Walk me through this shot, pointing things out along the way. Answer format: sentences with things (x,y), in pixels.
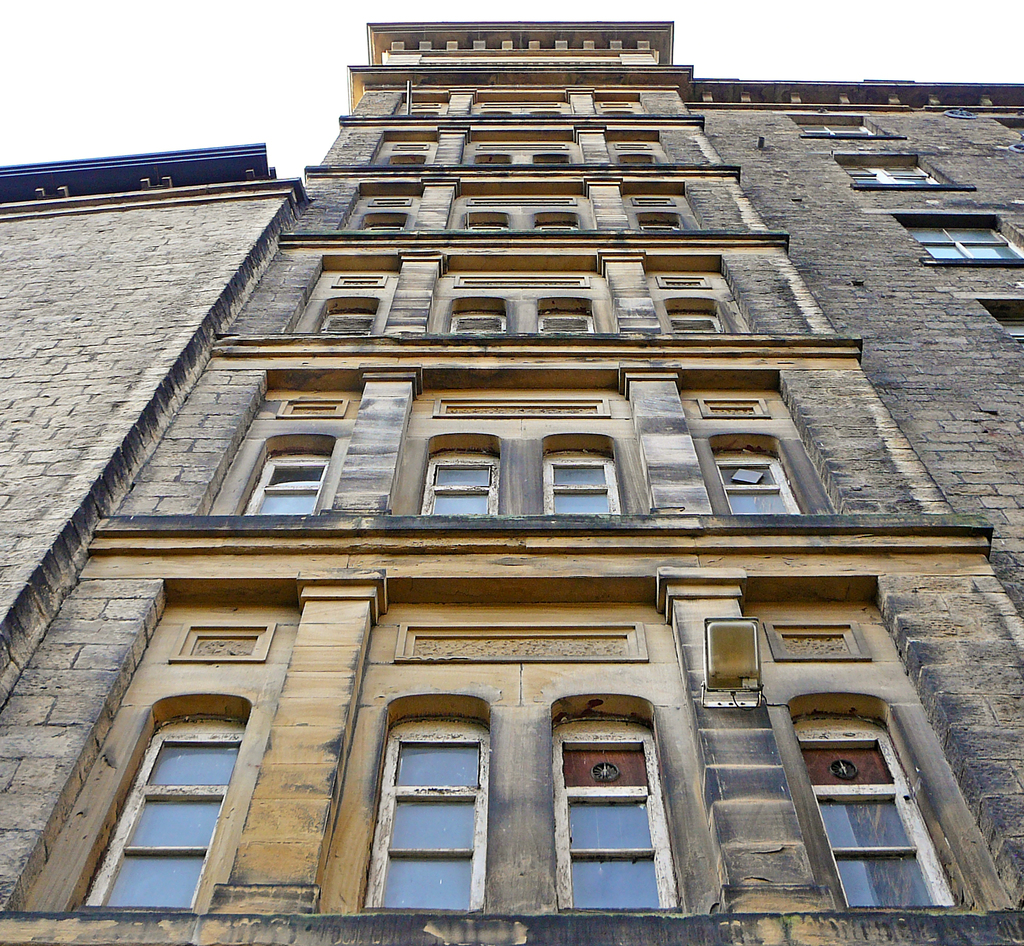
In this picture we can see a building (374,765) with windows (446,755) and in the background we can see the sky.
